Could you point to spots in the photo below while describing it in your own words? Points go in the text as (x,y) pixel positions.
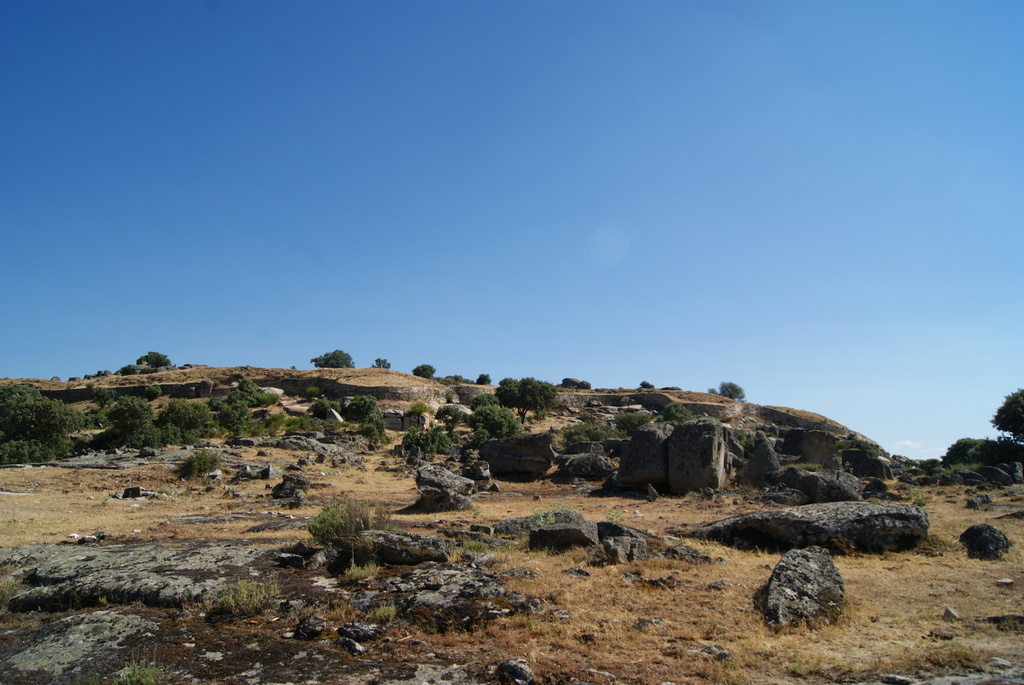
In this image I can see the ground (606,589), few huge rocks (788,559) which are black in color and few trees (411,441). In the background (298,230) I can see the sky (412,241).
